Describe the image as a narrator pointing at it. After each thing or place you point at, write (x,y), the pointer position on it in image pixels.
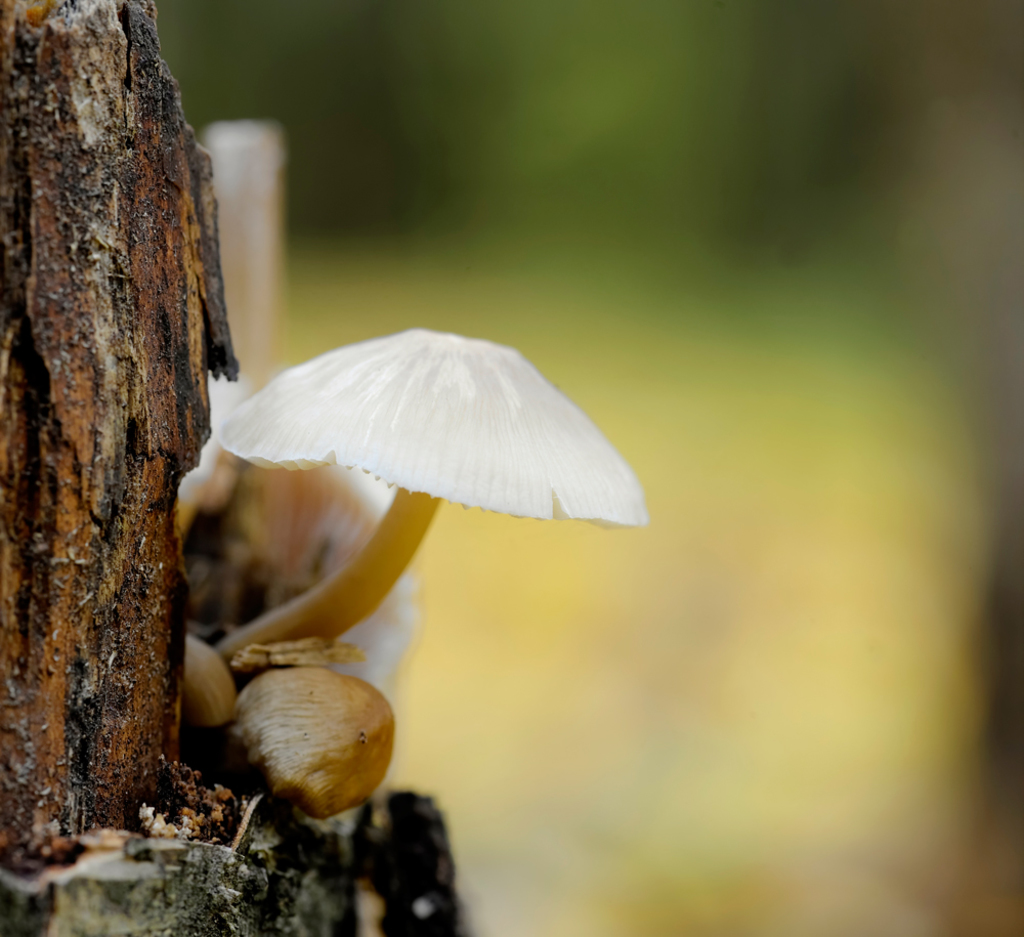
In this image there is mushroom (396,542) on a wooden trunk (119,769), in the background (861,270) it is blurred.
